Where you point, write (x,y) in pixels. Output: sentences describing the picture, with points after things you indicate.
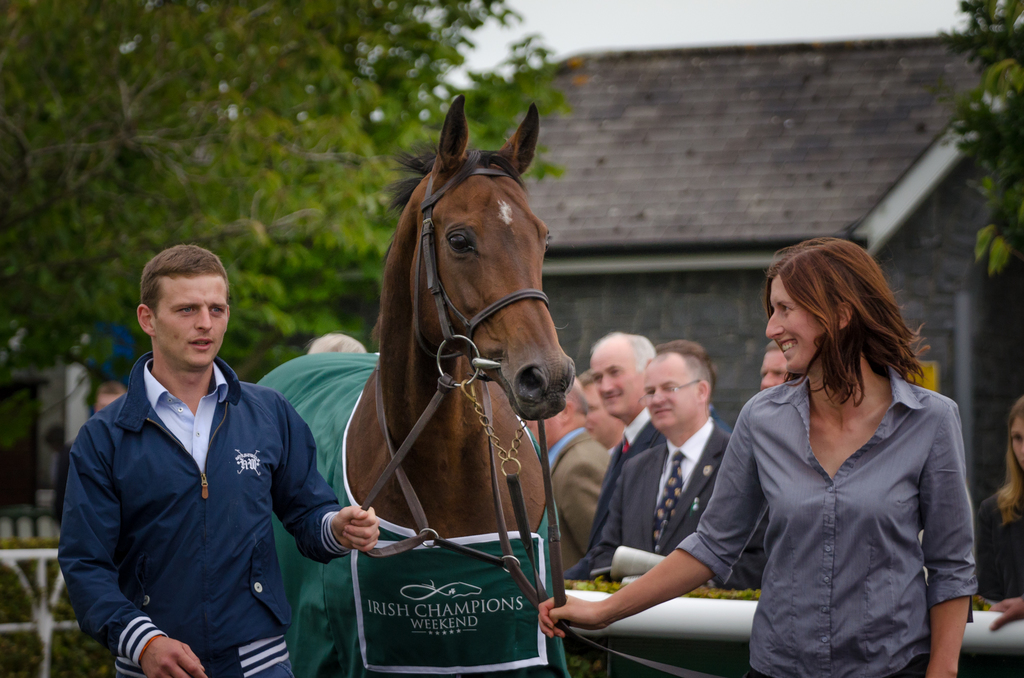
This is a picture taken in a stable (789,216) or in a horse race. In the foreground of the picture (537,521) there is a horse (383,505). On the left (266,431) there is a man (201,521) holding horse (450,498). On the right (864,288) there is a woman (807,344), she is smiling. In the background of the center there are few people (642,420) standing. In the top of the right there is a building (918,115) and a tree (1006,174). On the top left (150,70) there are trees (226,166).
